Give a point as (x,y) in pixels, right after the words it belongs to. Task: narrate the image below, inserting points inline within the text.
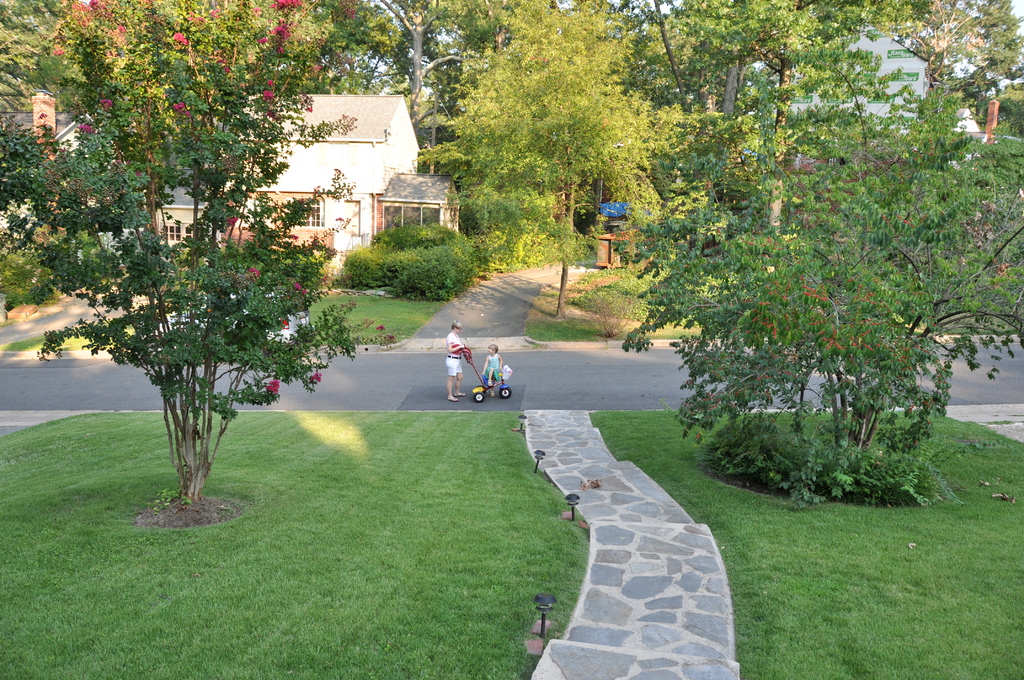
This picture is clicked outside. In the foreground (428,491) we can see the green grass (786,549), walkway (667,561), trees (874,419), plants (851,488) and some stands (537,456). In the center (448,343) there is a person (451,383) and a kid (490,360) sitting on a vehicle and there is a vehicle (474,399) placed on the ground (528,398). In the background (450,133) we can see the buildings (390,116), trees (549,76) and plants (367,249).
